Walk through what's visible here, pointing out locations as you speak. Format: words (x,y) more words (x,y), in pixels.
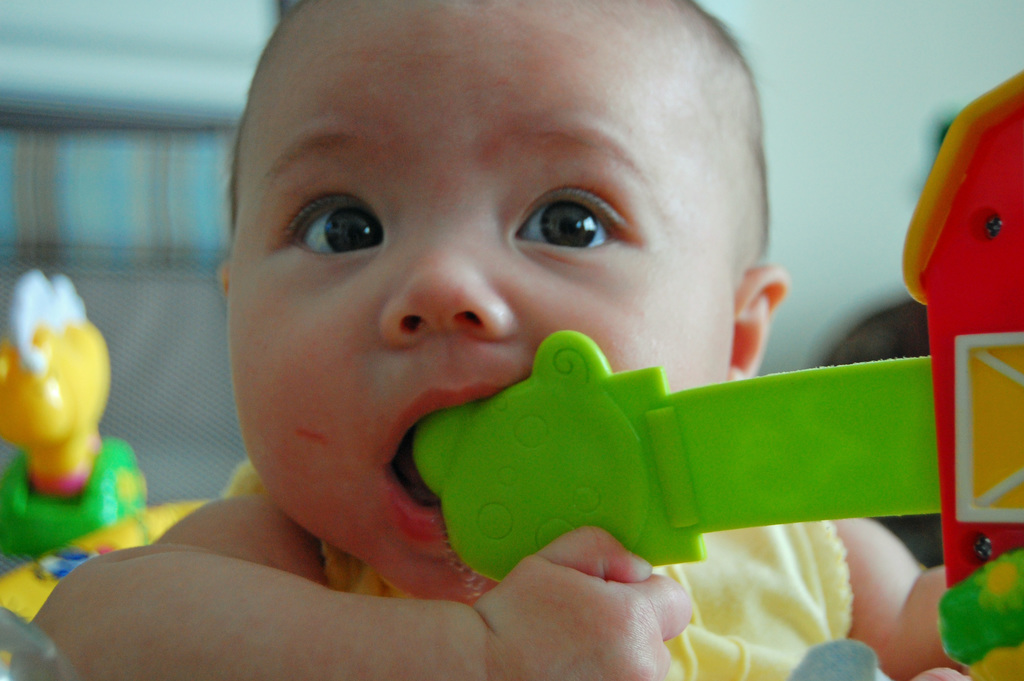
There is a baby (481,352) and the baby (444,578) is keeping the toy (716,416) in the mouth (402,453), there are some other toys (75,452) around the baby (235,386) and the background (131,108) is blurry.
